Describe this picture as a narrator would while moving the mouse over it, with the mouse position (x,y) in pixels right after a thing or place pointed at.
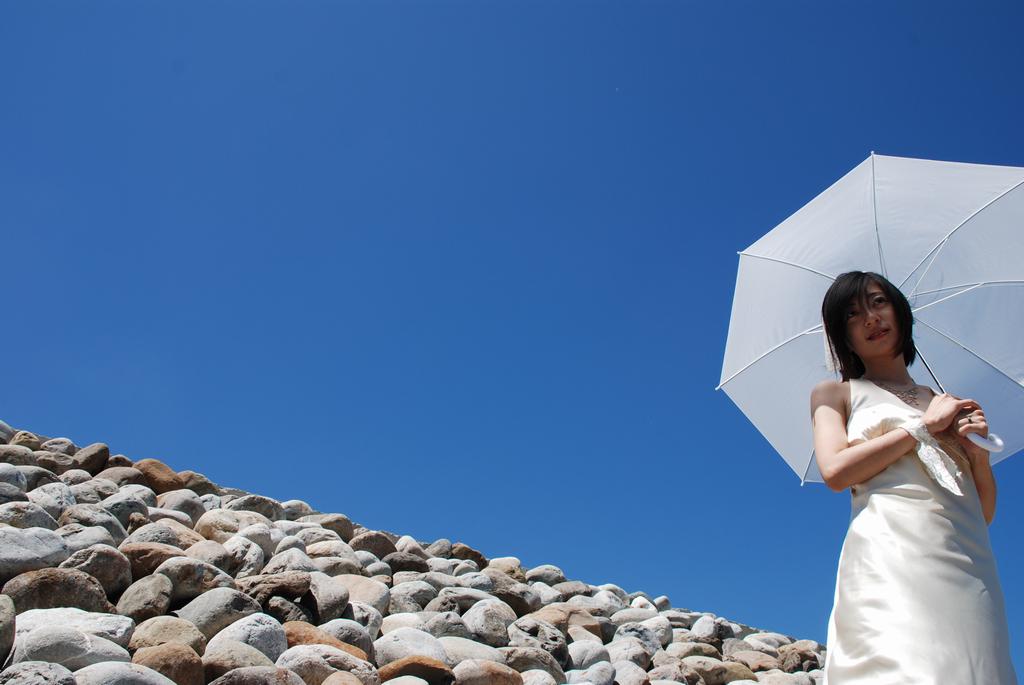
In this image on the right (890,492), we can see a lady (915,439) holding an umbrella (932,384) and at the bottom (309,590), there are stones (213,603). At the top (480,98), there is sky (385,98).
